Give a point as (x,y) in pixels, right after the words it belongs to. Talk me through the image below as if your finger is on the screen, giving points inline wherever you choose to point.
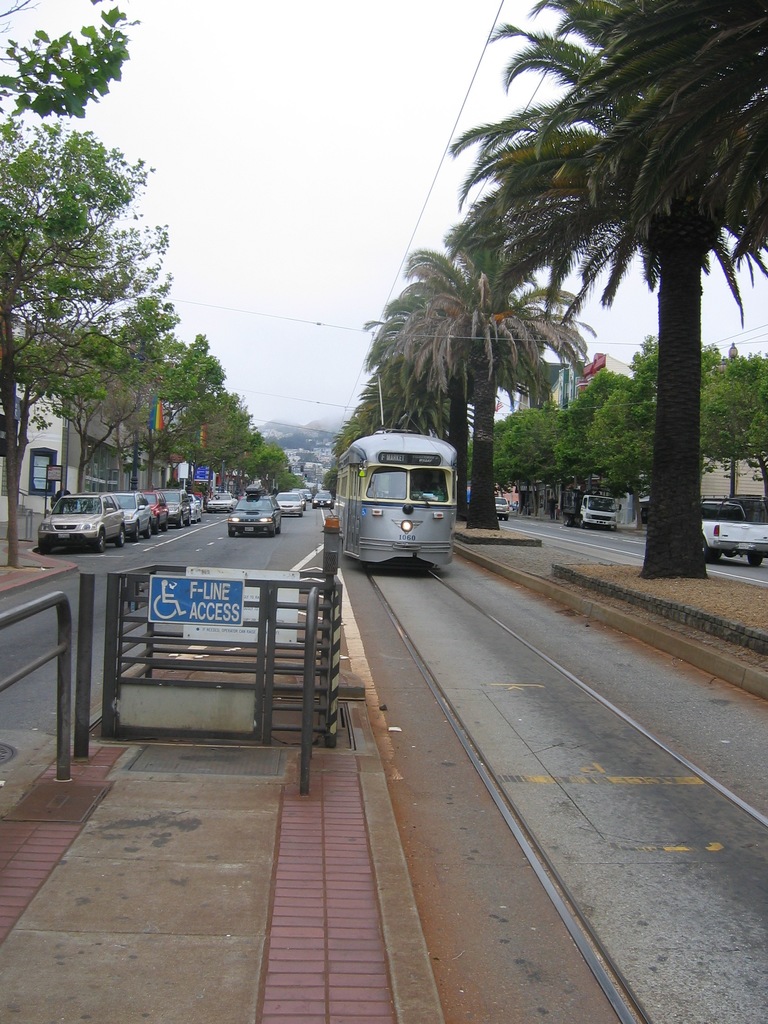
This picture is clicked outside. In the foreground (209,616) we can see the metal rods (263,699) and a board (195,583) on which we can see the text (203,590) and we can see the group of vehicles (370,539). In the background (351,269) we can see the sky (428,100), cables (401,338), trees (514,372) and buildings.
